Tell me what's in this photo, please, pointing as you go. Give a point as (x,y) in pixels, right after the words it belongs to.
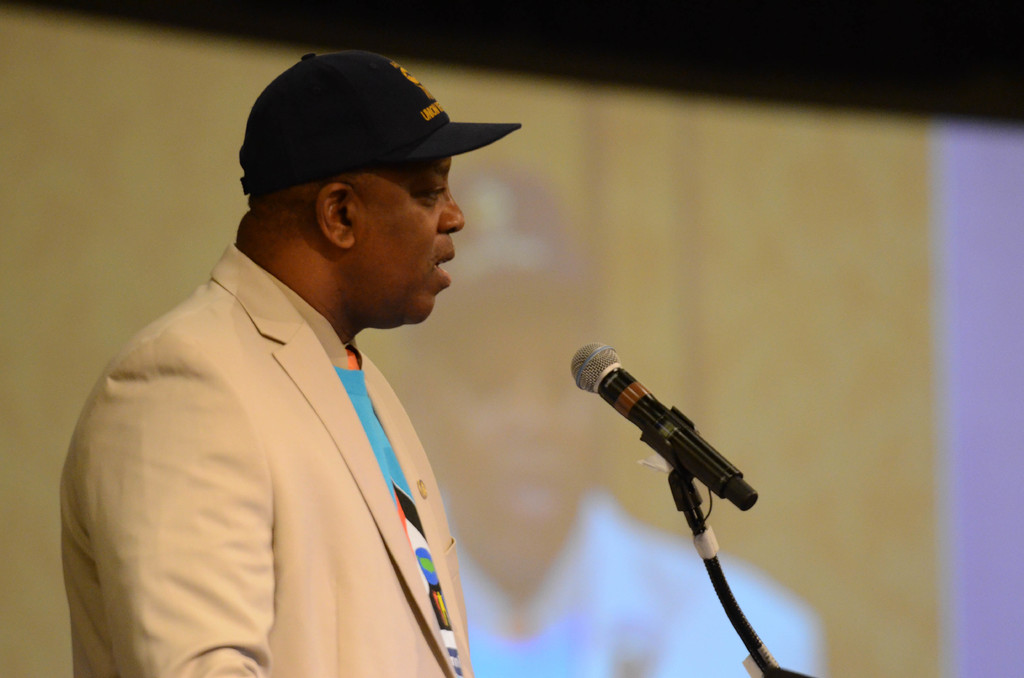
In this picture we can see a man (431,256) wore blazer (315,548), cap (310,127) and he is talking on the mic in the background (549,200) we can see a screen (674,257) of the same person (511,283).
